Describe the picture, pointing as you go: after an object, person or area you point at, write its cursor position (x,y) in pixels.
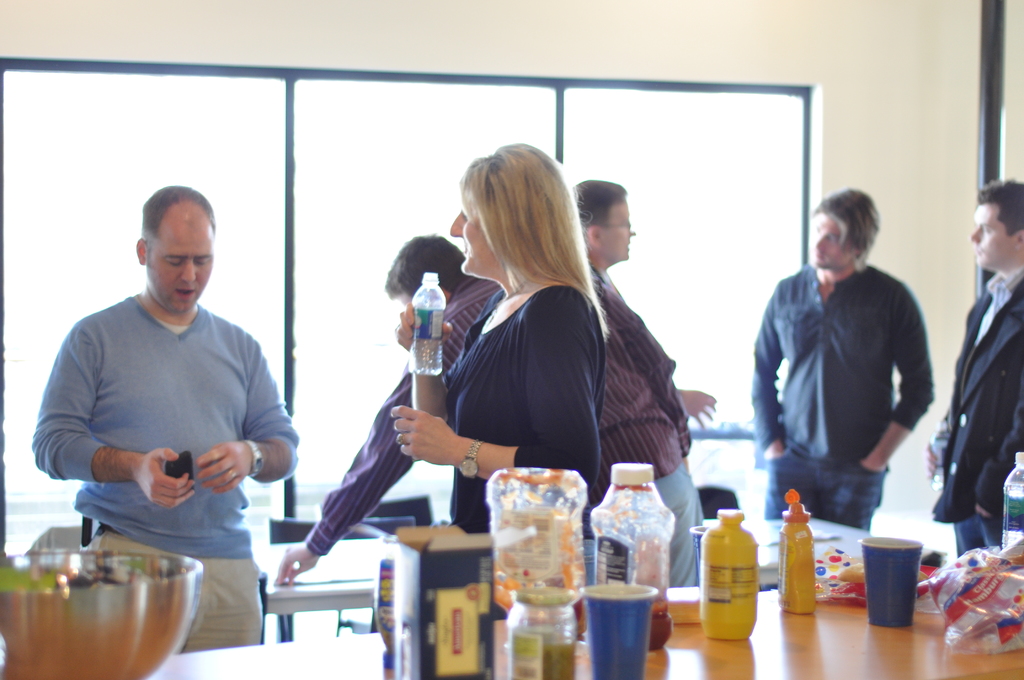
In this picture we see a group of people (249,505) standing And a woman (412,425) holding a water bottle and we can see a table (1009,672) and on the table (900,654) we can see a ketchup bottle (602,565) and few bottles (753,575) around.
